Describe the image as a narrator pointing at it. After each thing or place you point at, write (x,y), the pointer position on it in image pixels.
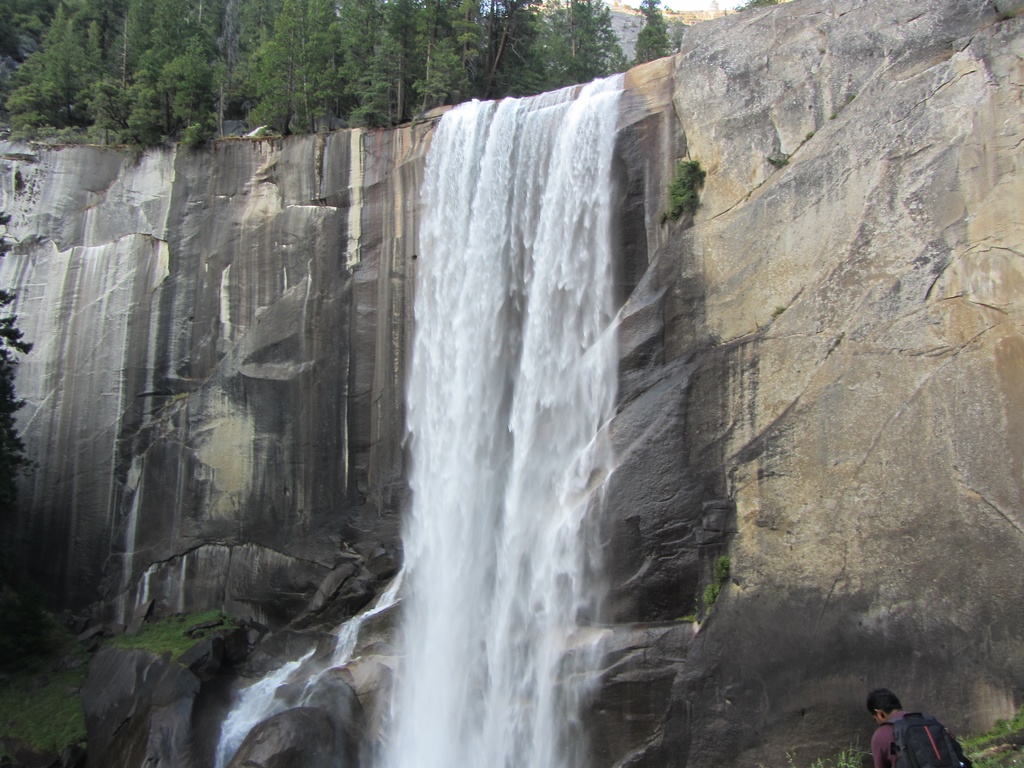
This is a waterfall (525,124) with the water (502,460) flowing from the hill (684,106). These are the trees (264,72) with branches (317,64) and leaves (297,67). At the bottom right side of the image (916,736), I can see a person (884,751) with a bag (902,740).
